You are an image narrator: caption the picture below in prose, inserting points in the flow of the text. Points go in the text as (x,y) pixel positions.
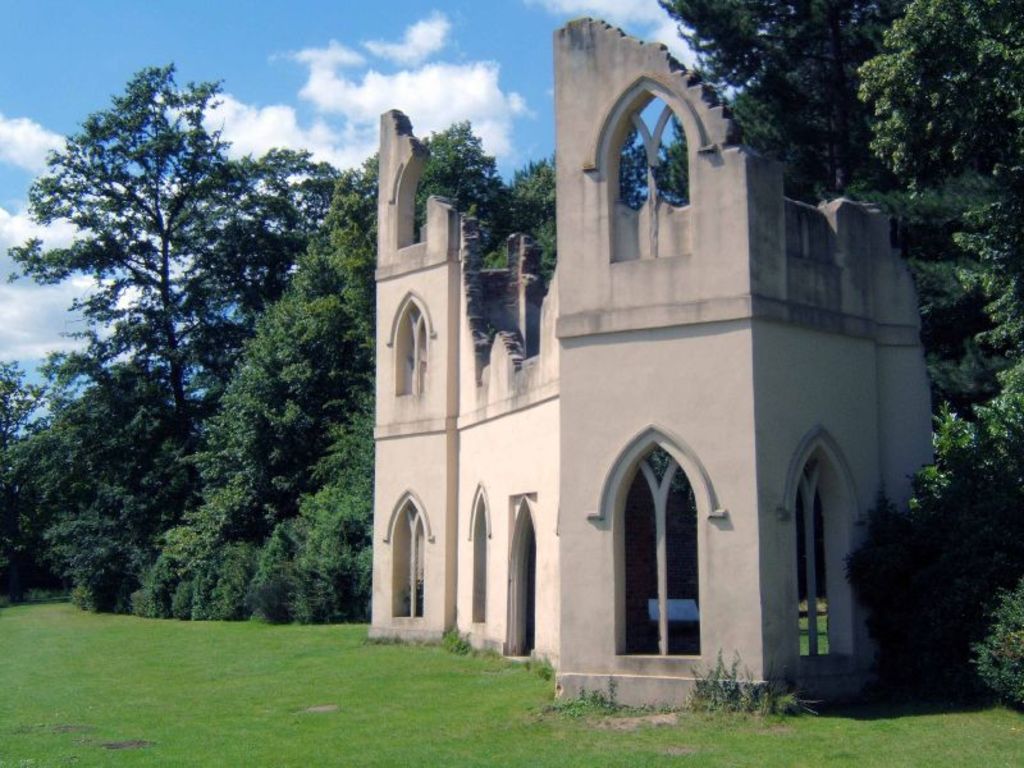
In this image I can see the ground (273,705), a building (431,521) which is cream in color, few trees (215,315) which are green in color and in the background (428,70) I can see the sky (61,300).
